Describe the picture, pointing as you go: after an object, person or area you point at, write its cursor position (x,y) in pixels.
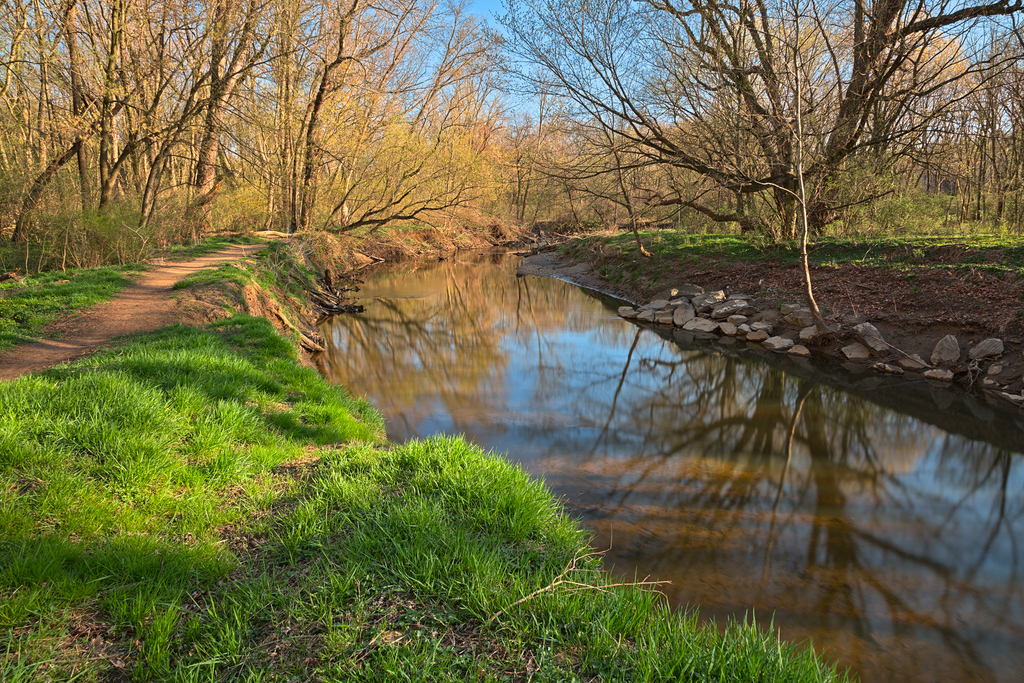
In the center of the image (507,416) we can see a canal (576,387). At the bottom (358,542) there is grass (347,525). In the background (388,187) there are trees (544,133) and we can see rocks (737,306). There is sky (409,26).
